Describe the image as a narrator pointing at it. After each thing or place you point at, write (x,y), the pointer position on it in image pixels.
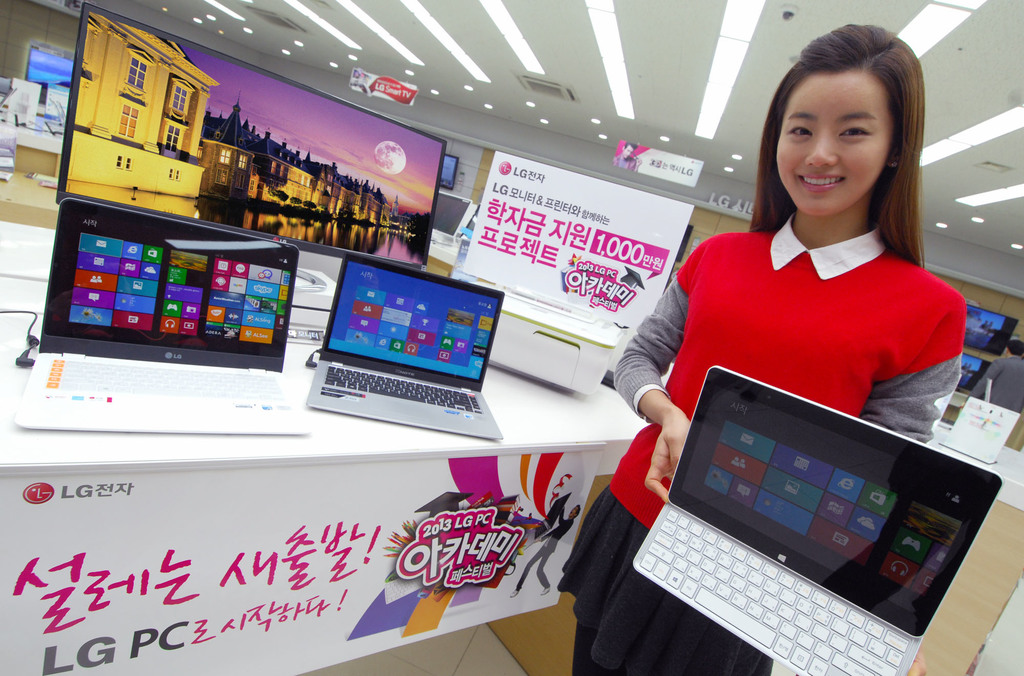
In this picture we can see a woman (673,416) in the red t shirt (675,387) is holding a laptop (737,586) and standing on the floor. On the left side of the woman (764,376) there is a table (332,460) and on the table (282,438) there are laptops (177,390) and other things (539,304). Behind the woman (629,462) there are some objects (977,336) and there are ceiling lights (490,105) and banners (672,173) at the top (640,157).
